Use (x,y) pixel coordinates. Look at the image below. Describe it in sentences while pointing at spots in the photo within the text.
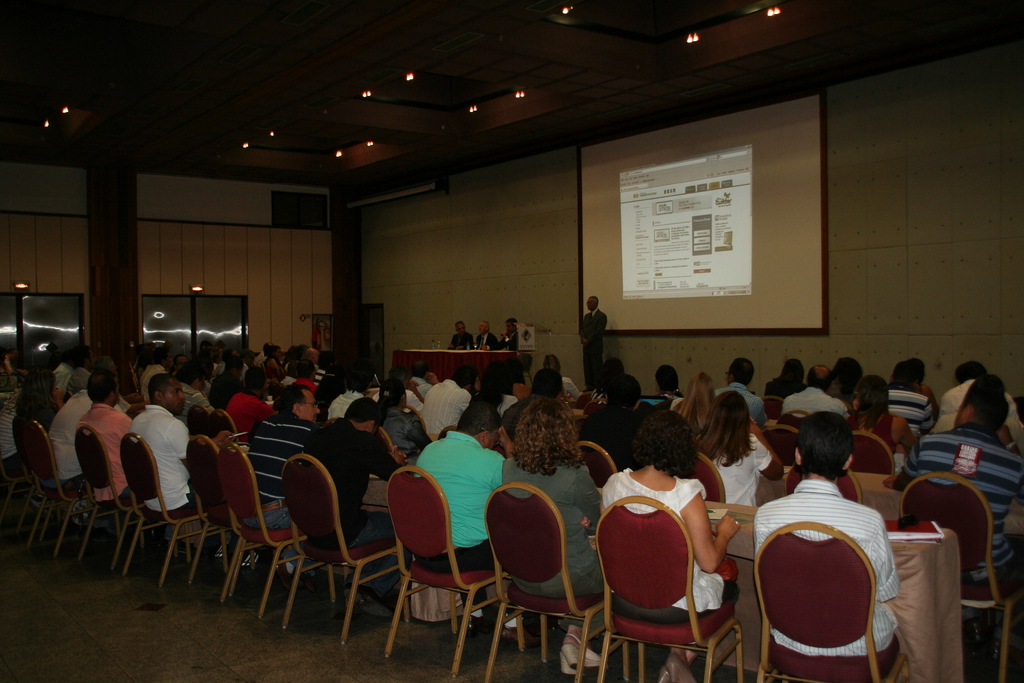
This picture is of inside the hall (895,24). In the foreground (445,480) we can see group of persons (664,468) sitting on the chairs (311,461) and there is a table (937,555) covered with a cloth (933,577) and there is a book (921,528) placed on the top of the table (921,548). In the background (666,377) we can see some persons (478,334) sitting on the chairs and there is a person (594,318) standing and we can see a projector screen (798,147) and a wall (952,200).
